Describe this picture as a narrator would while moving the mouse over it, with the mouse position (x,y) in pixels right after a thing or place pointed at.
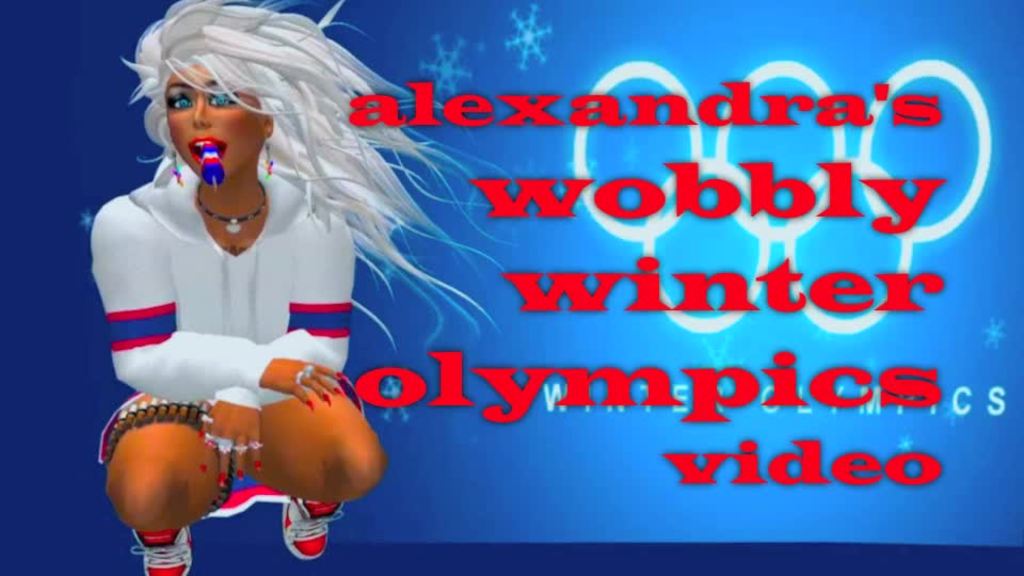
This is an animated image. On the left (244,272) there is a person (215,206) holding an object (212,152) in her mouth (219,141) and squatting. On the right (914,180) we can see the text (721,99) on the image.
